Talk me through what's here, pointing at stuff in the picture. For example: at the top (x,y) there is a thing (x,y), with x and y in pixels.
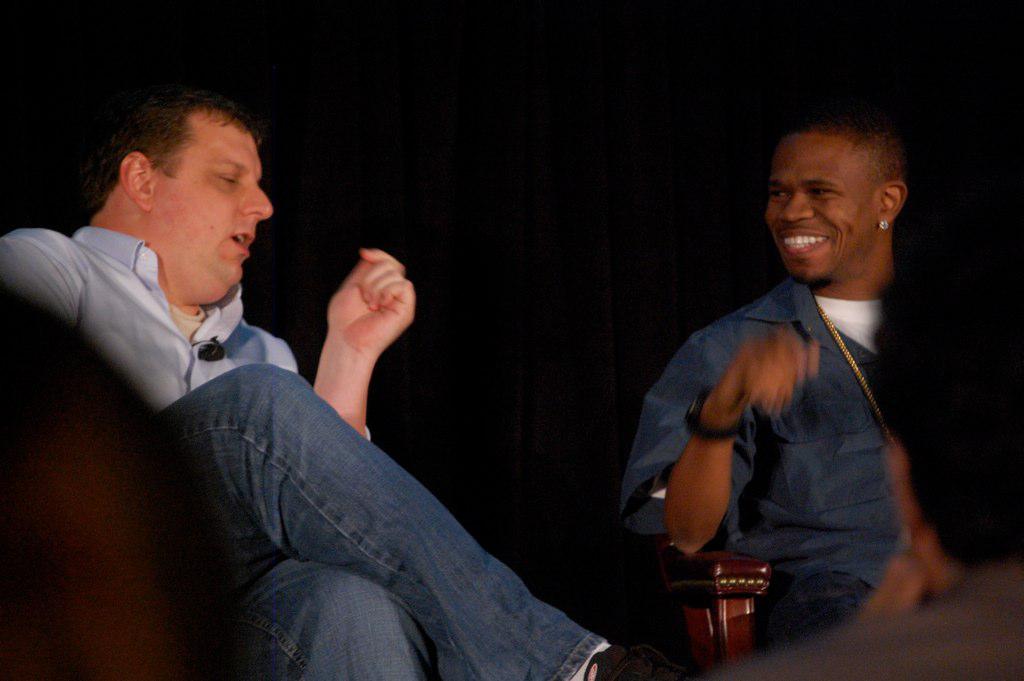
In this picture we can see some people (82,276) sitting on chairs (733,587) and a man (136,360) in the shirt (145,325) is explaining something and another man (807,407) is smiling. Behind the people (253,374) there is a dark background (938,82).
